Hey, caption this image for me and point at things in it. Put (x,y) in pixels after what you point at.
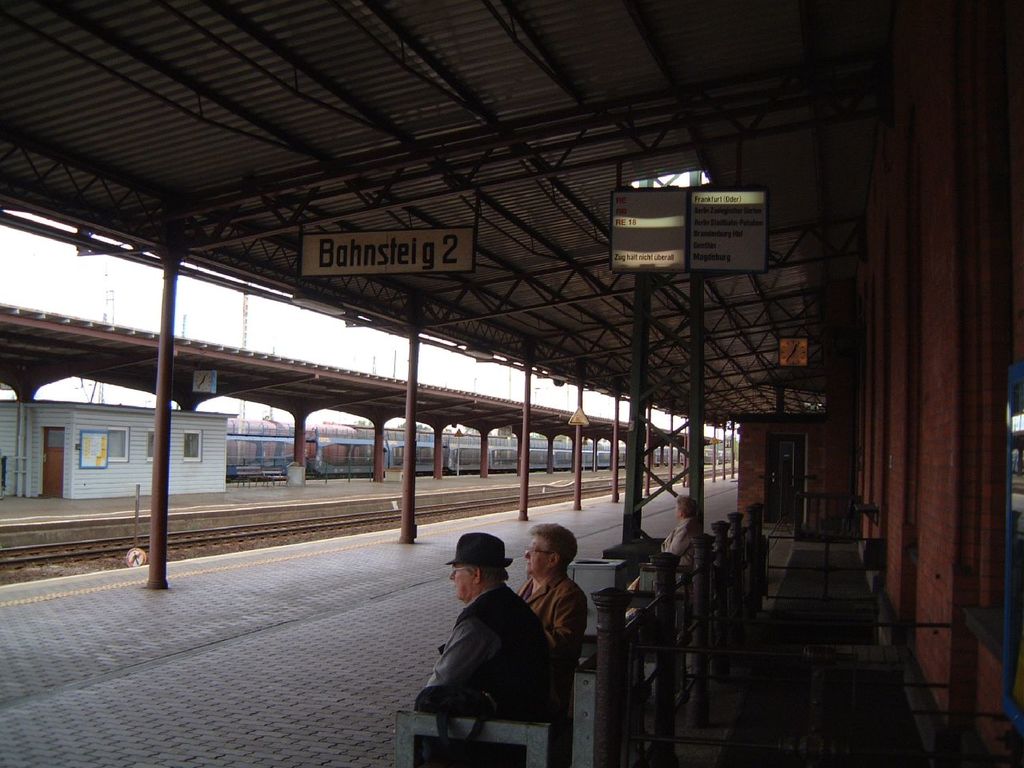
In this image there are people (491,538) sitting on benches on the train station platform (663,526), beside them there are trash cans (610,568), behind them there are metal rods (613,591). In front of them there are train tracks (246,529), behind the tracks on the platform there are metal rods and waiting rooms (25,412), behind that there is a train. At the top of the image (641,206) there are display boards (678,262) and sign boards (441,264) on the rooftop (559,355) supported by metal rods (581,363).
